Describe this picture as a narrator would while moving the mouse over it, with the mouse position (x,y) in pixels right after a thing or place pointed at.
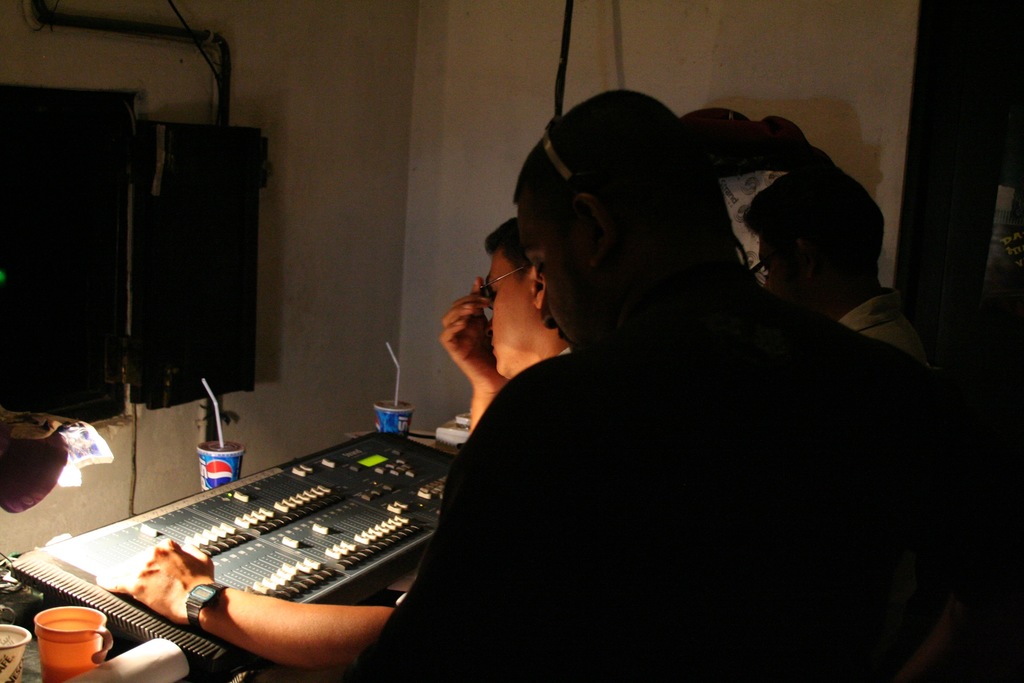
This is the picture inside the room (476,189). There are three people (593,357) standing inside the room (576,305). There are cups (62,620), devices (241,519), paper (109,667) on the table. On the wall (172,107) there is a device (189,205) and pipe (144,25).
